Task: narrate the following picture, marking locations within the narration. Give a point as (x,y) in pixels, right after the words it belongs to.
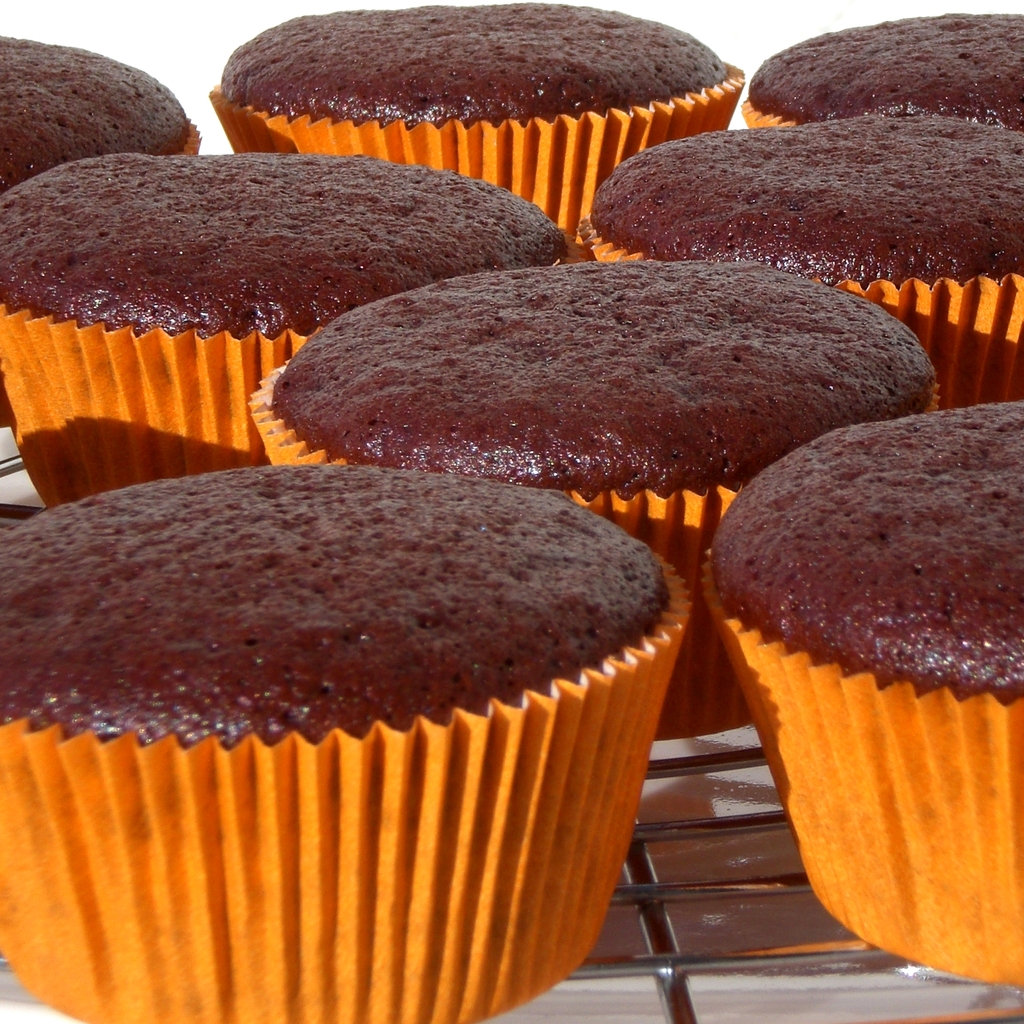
In this image we can see there are many cupcakes (474,527) in brown color and the cupcake covers (551,756) are in orange color.
